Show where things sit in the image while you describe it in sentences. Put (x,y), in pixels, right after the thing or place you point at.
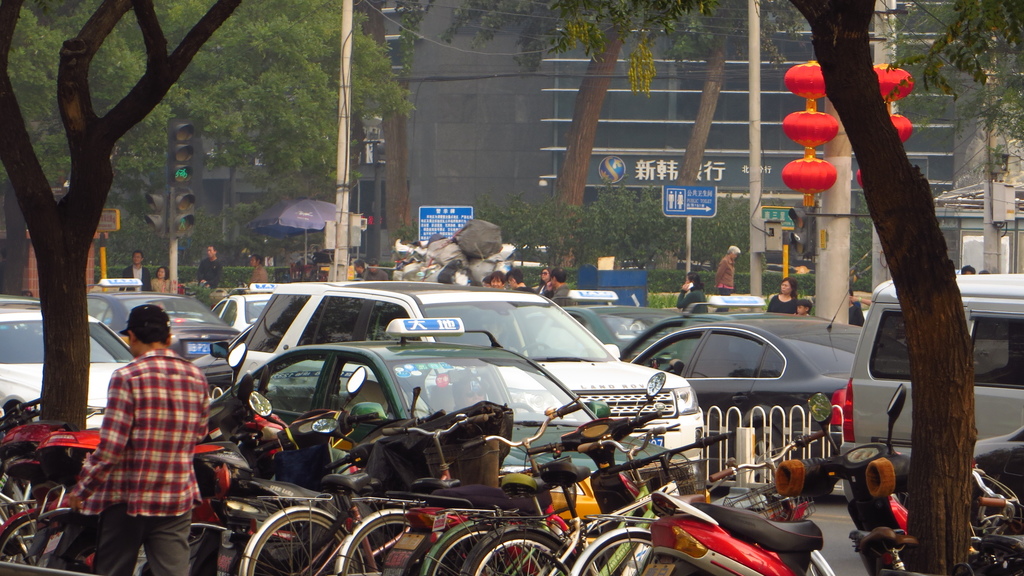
There is a man (173,520) walking and we can see vehicles (704,374), fence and trees (179,66). In the background (751,248) we can see people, traffic signals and boards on poles (345,205), trees (333,80) and building (466,145).
